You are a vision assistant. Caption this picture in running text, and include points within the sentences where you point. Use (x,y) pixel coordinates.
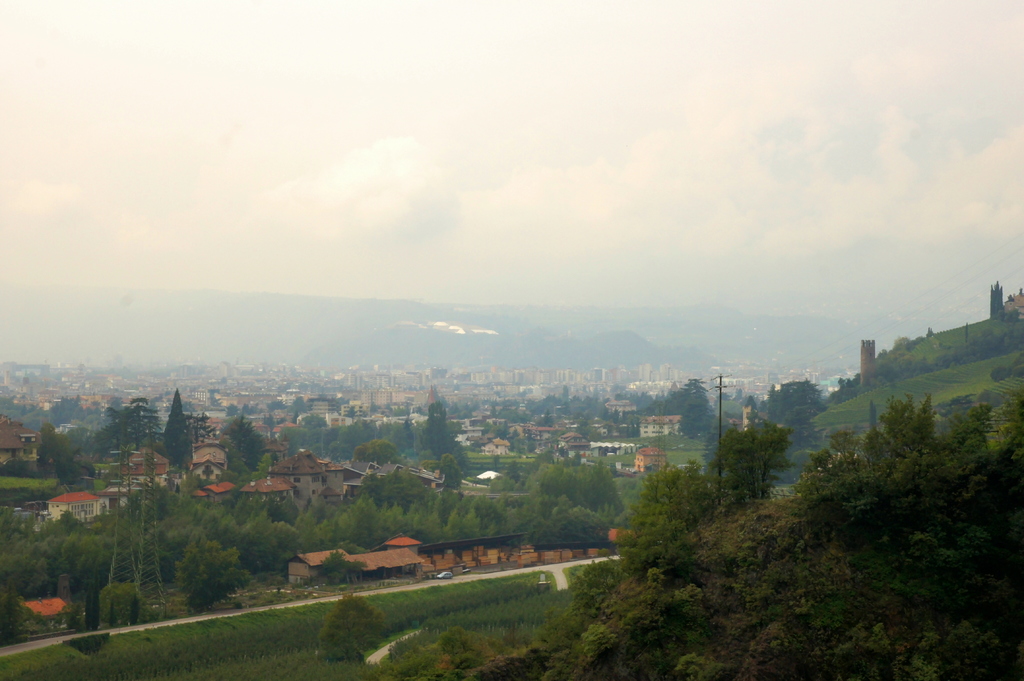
In this image we can see many buildings (345,477) and trees (597,492). In the background (865,392) there are hills (488,335) and sky (451,195). We can see a pole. There is a road (423,584) and we can see a car (441,575) on the road (420,584).
